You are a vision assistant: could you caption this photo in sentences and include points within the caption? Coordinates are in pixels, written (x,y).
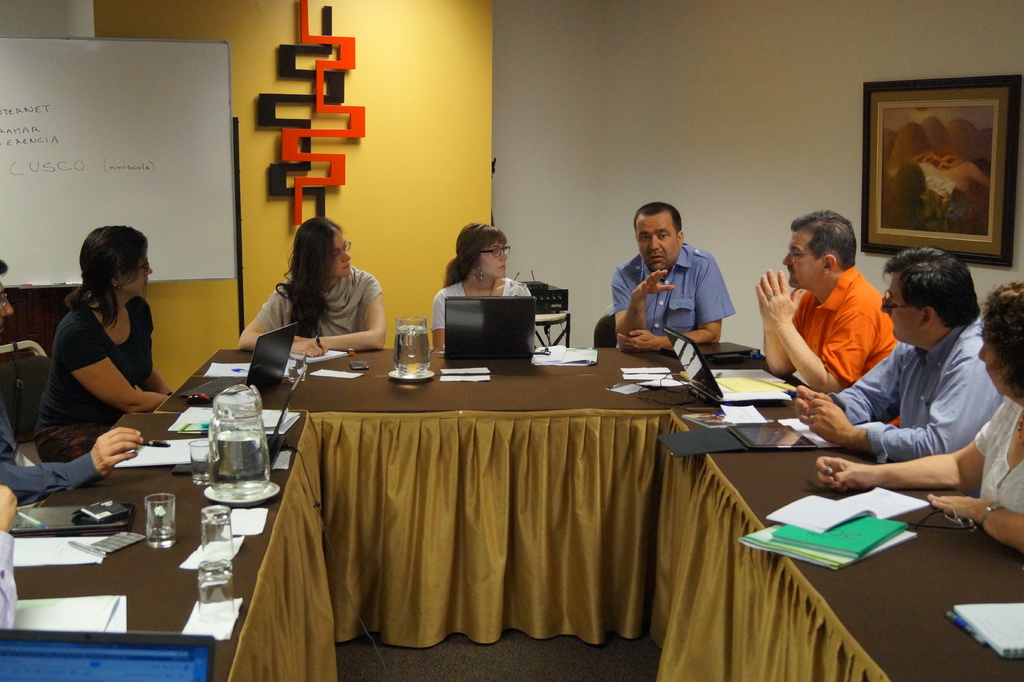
In this Image I see number of people (115,238) who are sitting on chairs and there are tables (372,439) in front of them on which there are files (759,542), papers (731,377), glasses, jars (397,334) and laptops (456,355). In the background (685,113) I see the wall (676,34) on which there is a photo frame (960,256) and a board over here.
